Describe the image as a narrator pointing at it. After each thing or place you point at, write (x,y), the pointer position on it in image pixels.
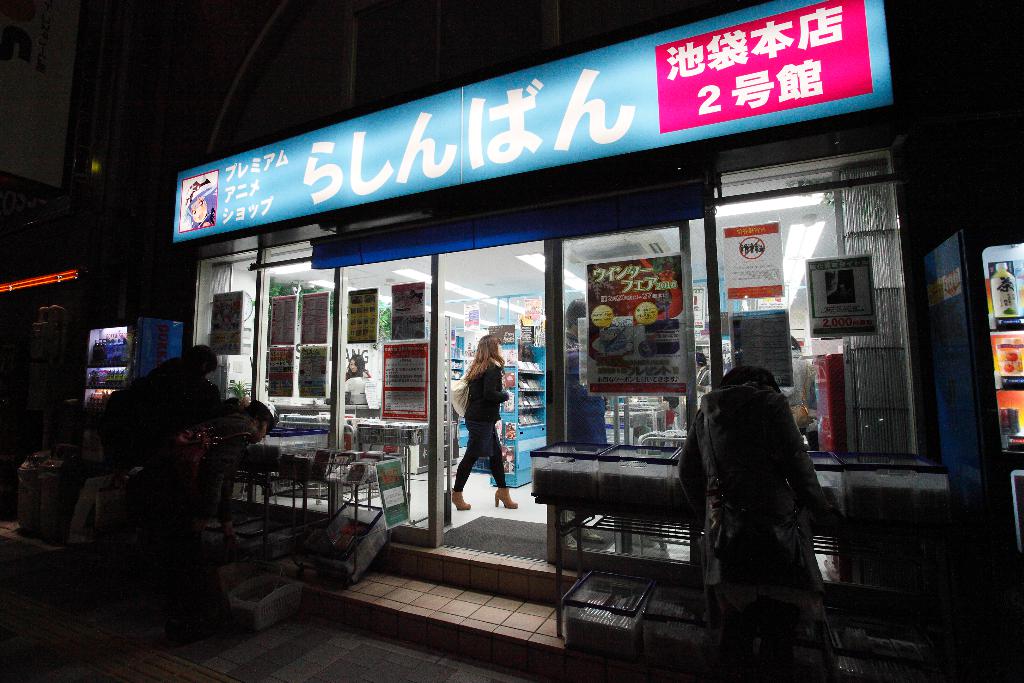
In this image, I can see a shop (505,422) with a name board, objects (520,398) in the racks (521,407), few people (496,471), door mat (520,520) on the floor (452,484), ceiling lights (539,257) and posters (873,291) attached to the glass doors (387,307). In front of the shop (296,394) there are few other people (733,560), baskets (254,591), vending machine (117,386) and few objects (297,529). In the top left side of the image (48,159), I can see a board (35,159). On the right side of the image (1000,291), I can see another vending machine (994,397).
